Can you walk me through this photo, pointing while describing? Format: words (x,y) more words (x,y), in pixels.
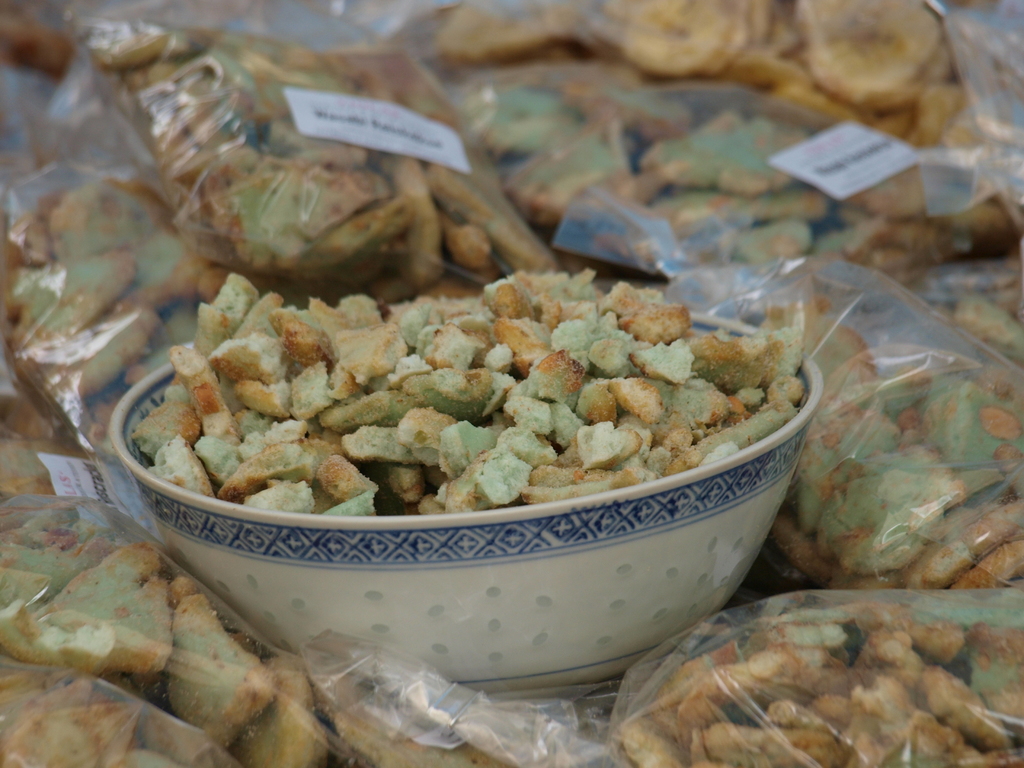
Here we can see a bowl (417,611), food packets (844,438) and food (664,445).
